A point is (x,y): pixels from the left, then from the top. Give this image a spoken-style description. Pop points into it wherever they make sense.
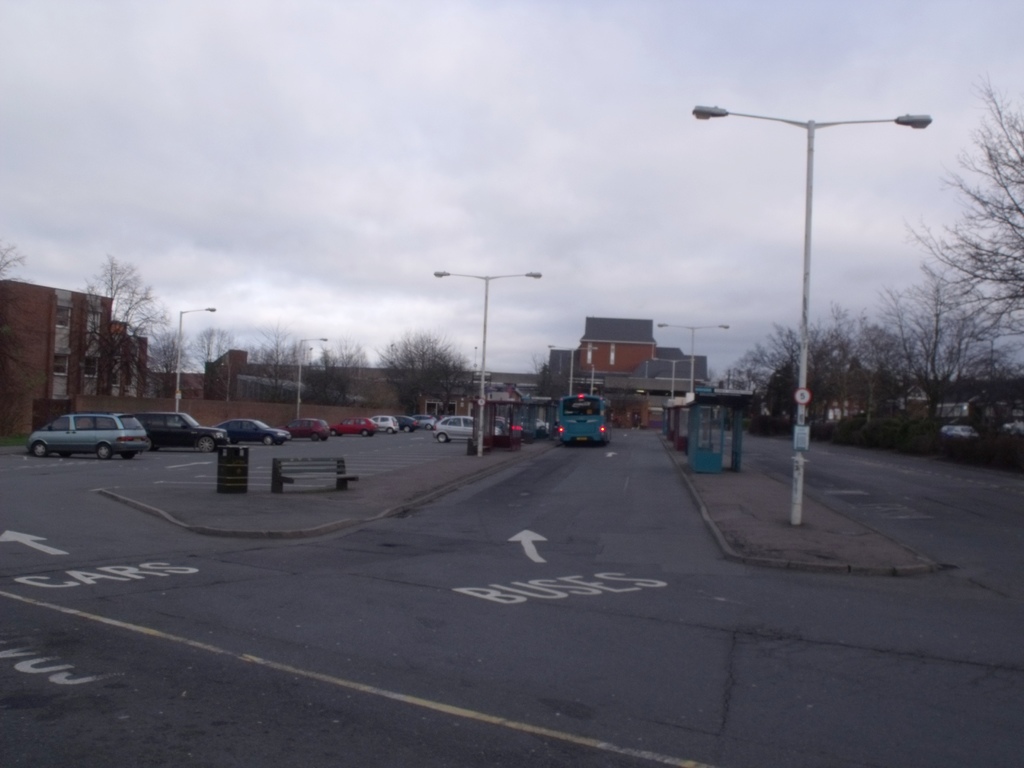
In this picture we can see vehicles (151,438) on the roads (105,462). On the left (177,363) and right side of the roads (655,449), there are street lights (179,388) and trees (782,407). Behind the trees (352,386), there are buildings (384,375) and the cloudy sky (463,105). On the right side of the vehicles (170,438), there is a bus stop (678,441).
